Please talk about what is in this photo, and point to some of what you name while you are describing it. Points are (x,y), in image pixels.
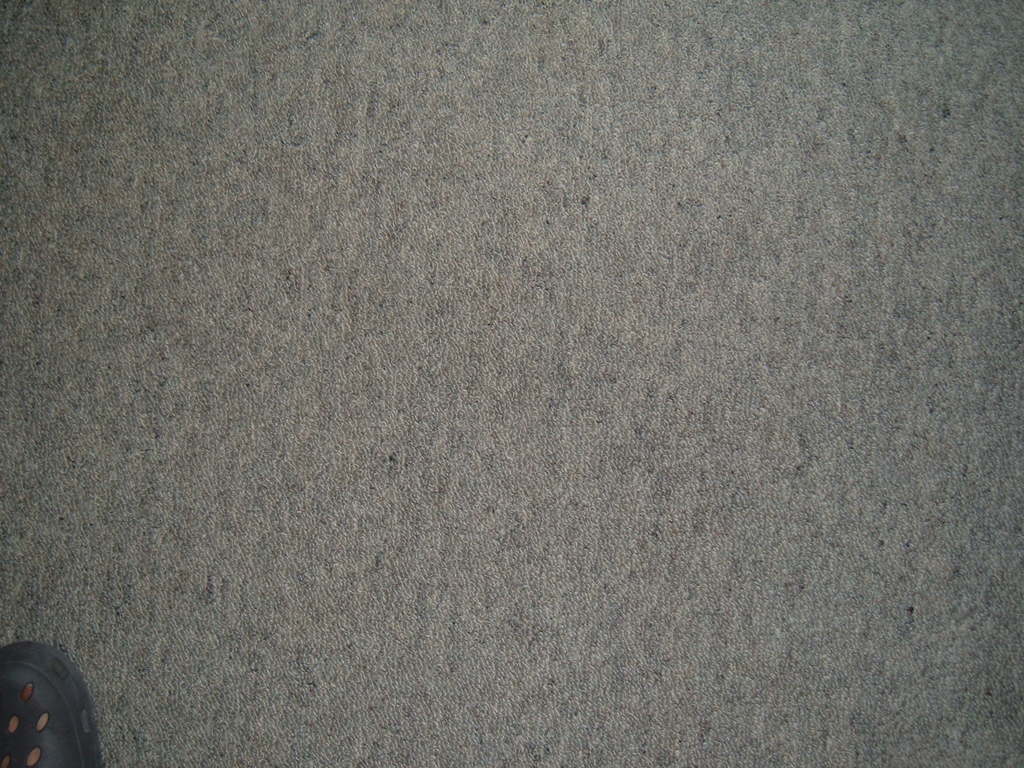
At the bottom left corner (52,699) we can see a shoe (46,706). In the background of the image (482,265) there is a carpet (541,385).
